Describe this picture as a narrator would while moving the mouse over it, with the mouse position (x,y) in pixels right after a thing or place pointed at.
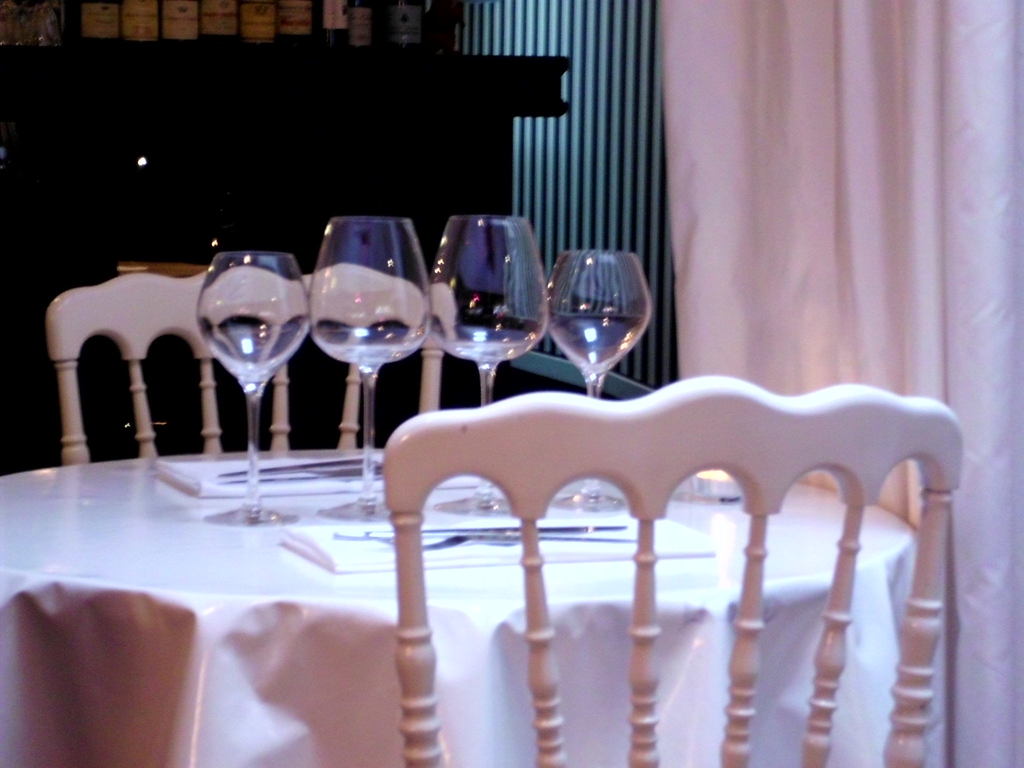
In this image I can see four glasses (392,232) on a table (741,513). I can also see two chairs (209,401).
